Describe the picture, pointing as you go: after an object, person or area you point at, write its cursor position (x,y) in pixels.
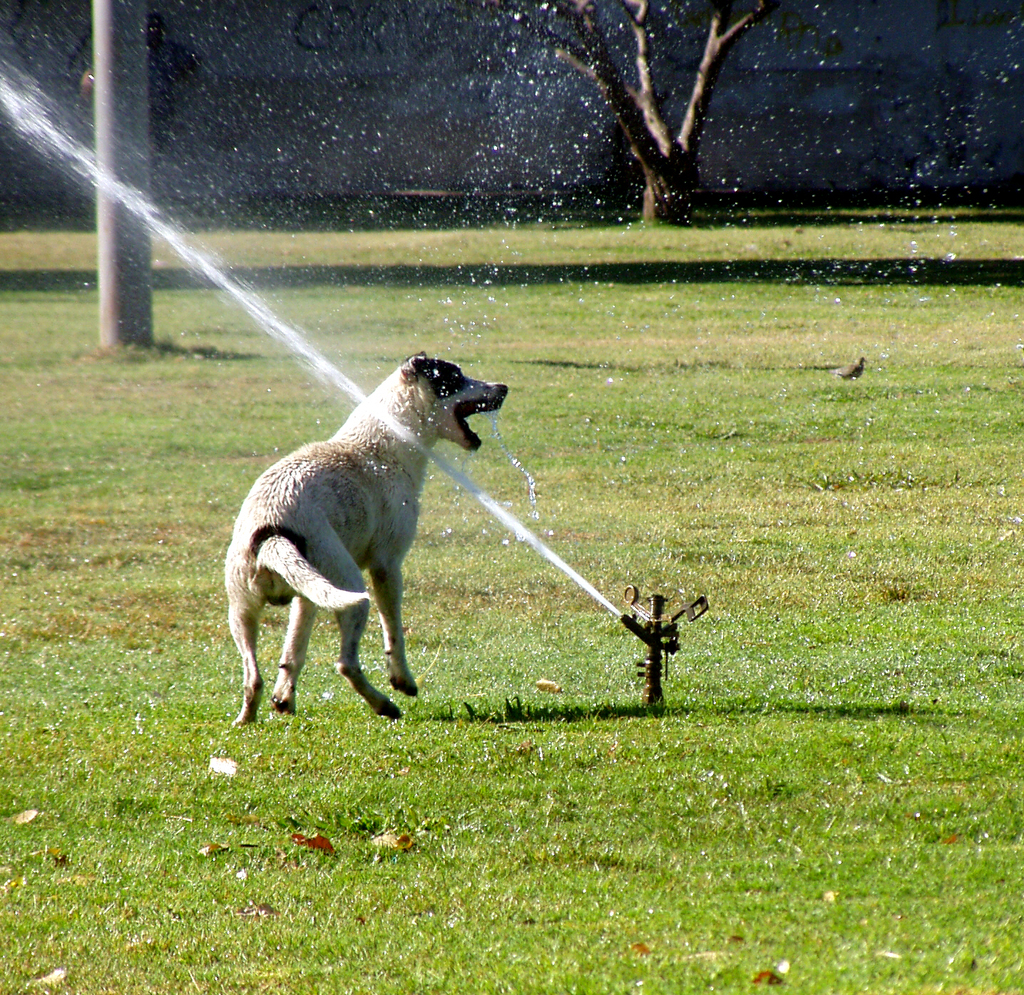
On the left side (315,456), there is a white color dog (308,483) on the ground (369,662), on which there is a grass (369,666). Beside this dog (308,470), there is a water flow (73,144) from a pipe (641,626). In the background (849,377), there are a bird (859,373), a pole (100,50) and a tree (643,65). And the background (915,57) is dark in color.
